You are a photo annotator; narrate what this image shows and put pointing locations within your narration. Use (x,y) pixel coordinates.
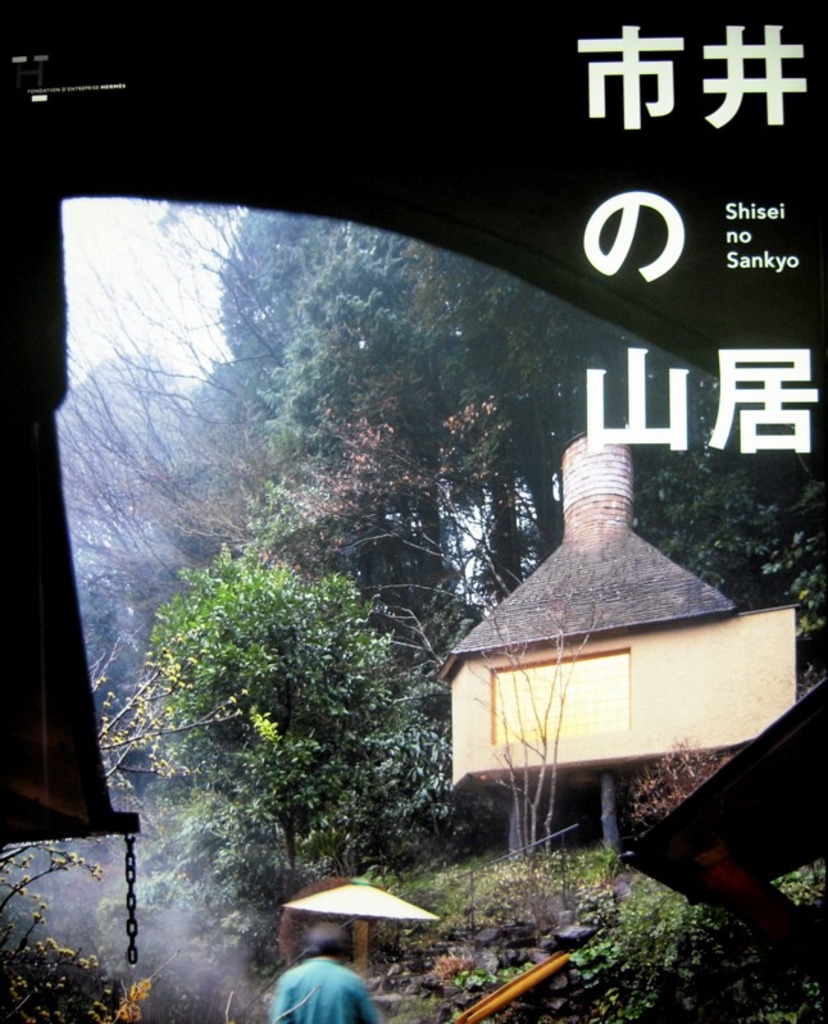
In this image, we can see so many trees (369,666), plants (272,726), houses (536,754), wall (682,719), chain (129,884). At the bottom (323,1010), we can see a human being (330,989). Right side of the image (636,389), we can see a watermark (640,421).
